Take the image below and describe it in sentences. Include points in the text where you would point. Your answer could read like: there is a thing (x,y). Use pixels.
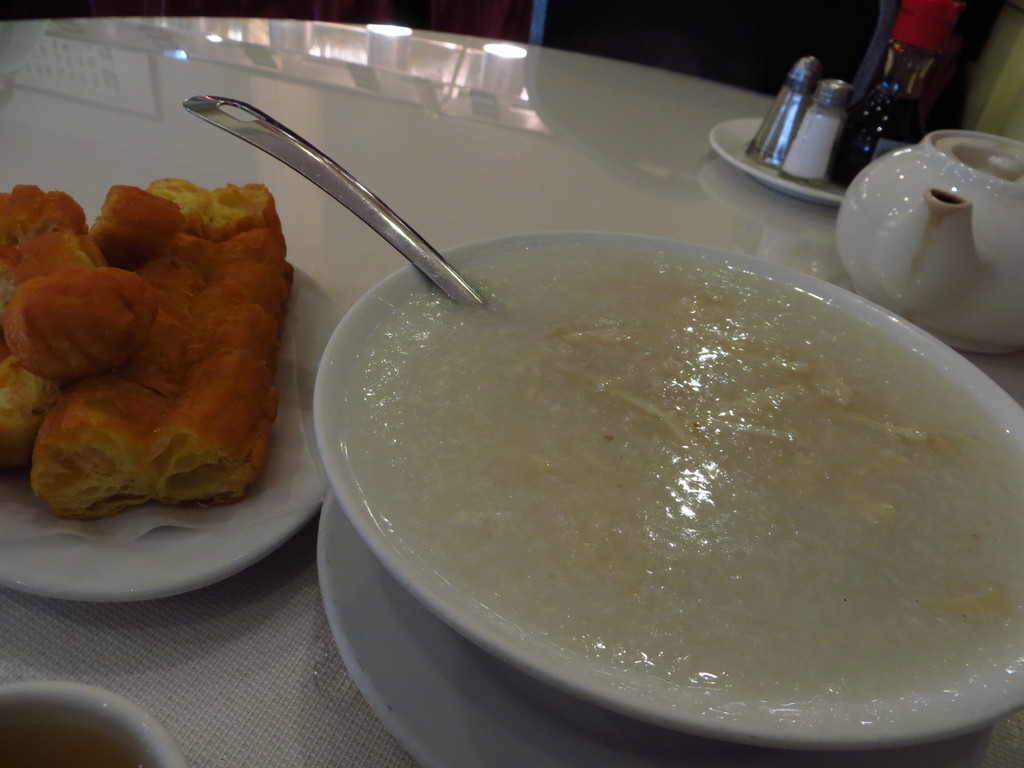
In the picture we can see a part of the table (756,212) on it, we can see a bowl (916,335) with a soup (586,565) and a spoon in it and beside it, we can see a food item (254,258) and behind we can see a plate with some things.
